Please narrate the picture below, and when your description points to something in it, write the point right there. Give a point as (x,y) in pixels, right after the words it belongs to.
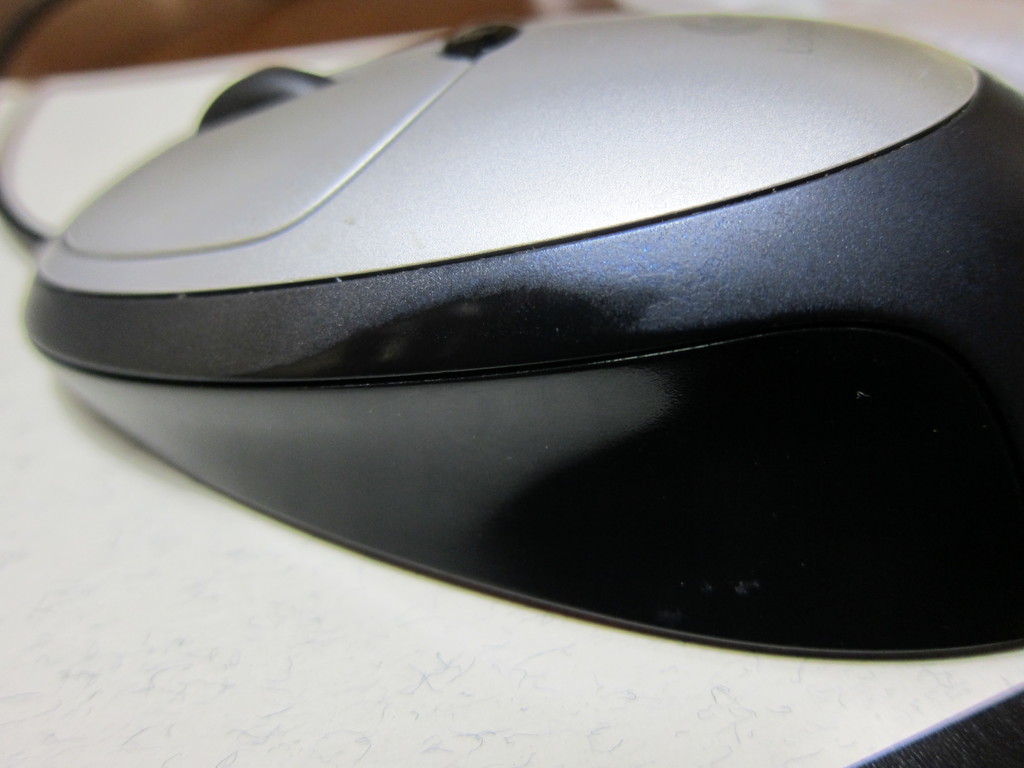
In this picture I can see a mouse (488,478) on an object (250,743).
